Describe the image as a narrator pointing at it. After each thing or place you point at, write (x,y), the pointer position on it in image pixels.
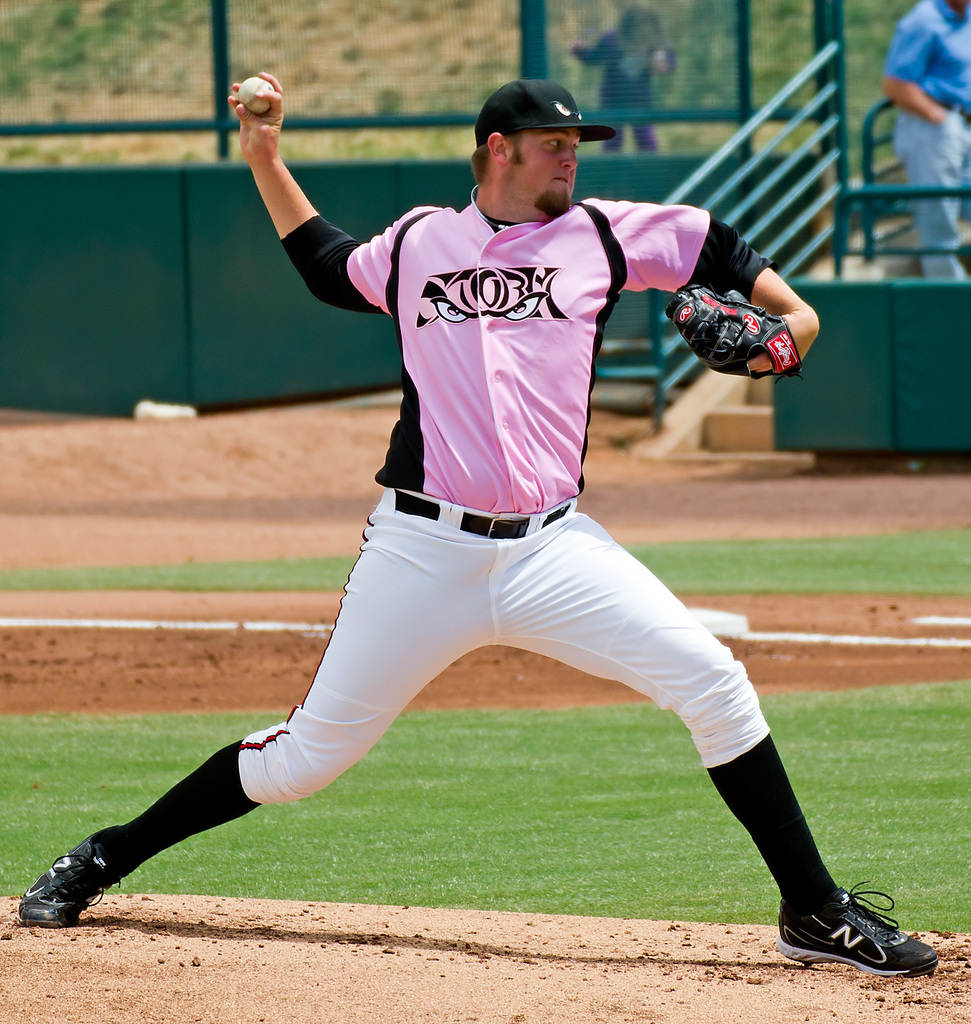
In this image we can see a player (488,261) holding the ball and also wearing the cap (491,100) and gloves (732,319). We can also see the grassland (460,804), stairs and also the green color fence (581,194). In the background (958,38) we can see two persons (902,98).
